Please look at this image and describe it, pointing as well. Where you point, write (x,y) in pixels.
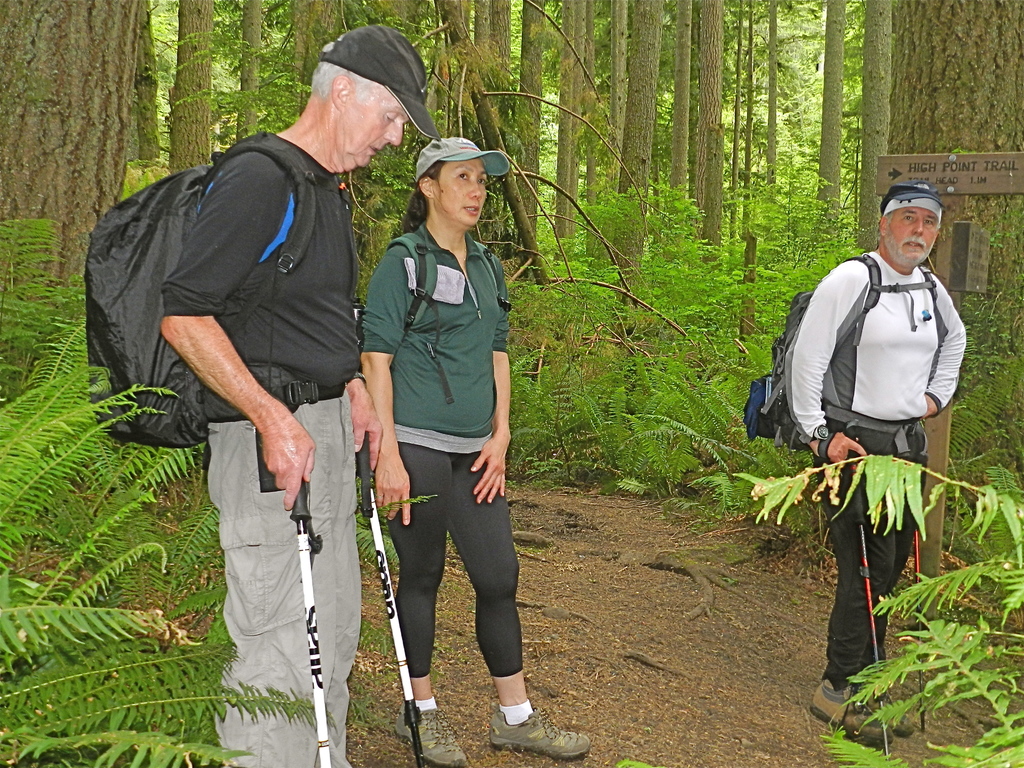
There are three persons (896,437) standing in the middle of this image (427,413). The person (882,376) standing on the right side (843,392) is wearing a white color t shirt (894,358) and holding a stick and wearing a backpack (781,420). The person (499,357) standing in the middle (481,357) is also wearing a backpack (420,282) and a cap (463,157). The person (198,309) standing on the left side (265,326) is wearing a black color t shirt (242,243) and a black color cap (360,51) and a backpack (154,332). There are some trees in the background (995,208).
